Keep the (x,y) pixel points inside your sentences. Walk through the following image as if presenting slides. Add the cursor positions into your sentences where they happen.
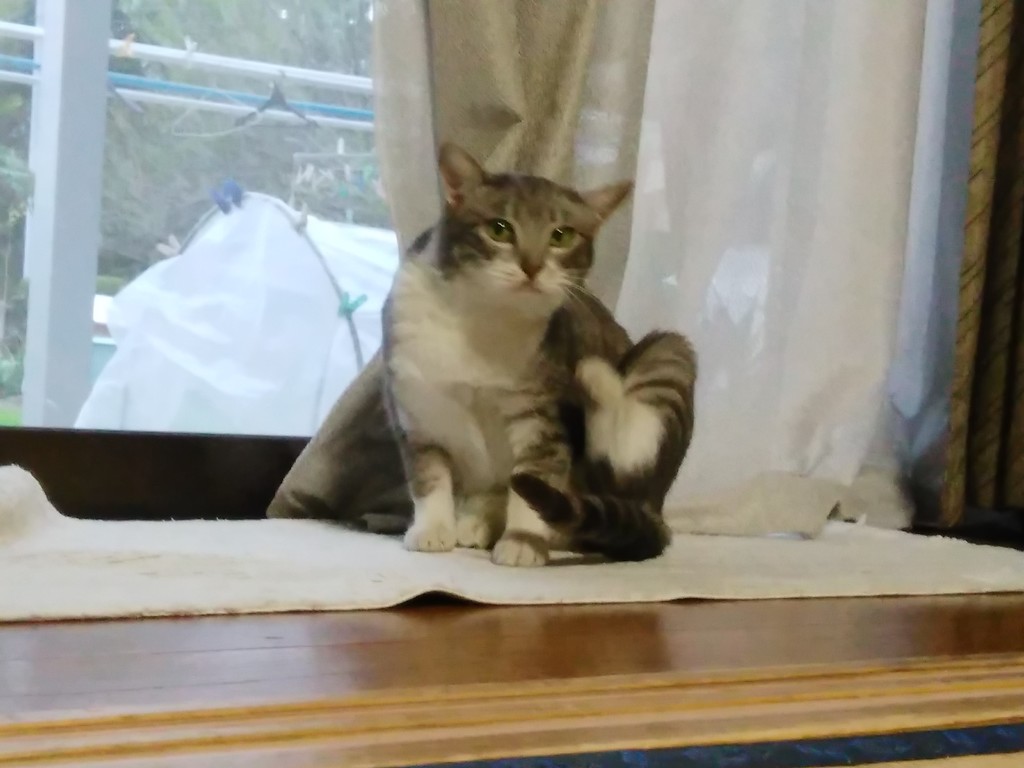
In the picture I can see a window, white color curtain (529,109), a cloth (534,587) on a wooden surface (522,607) and some other objects (258,257). I can also see a cat (477,250) is sitting on a cloth (29,501).
